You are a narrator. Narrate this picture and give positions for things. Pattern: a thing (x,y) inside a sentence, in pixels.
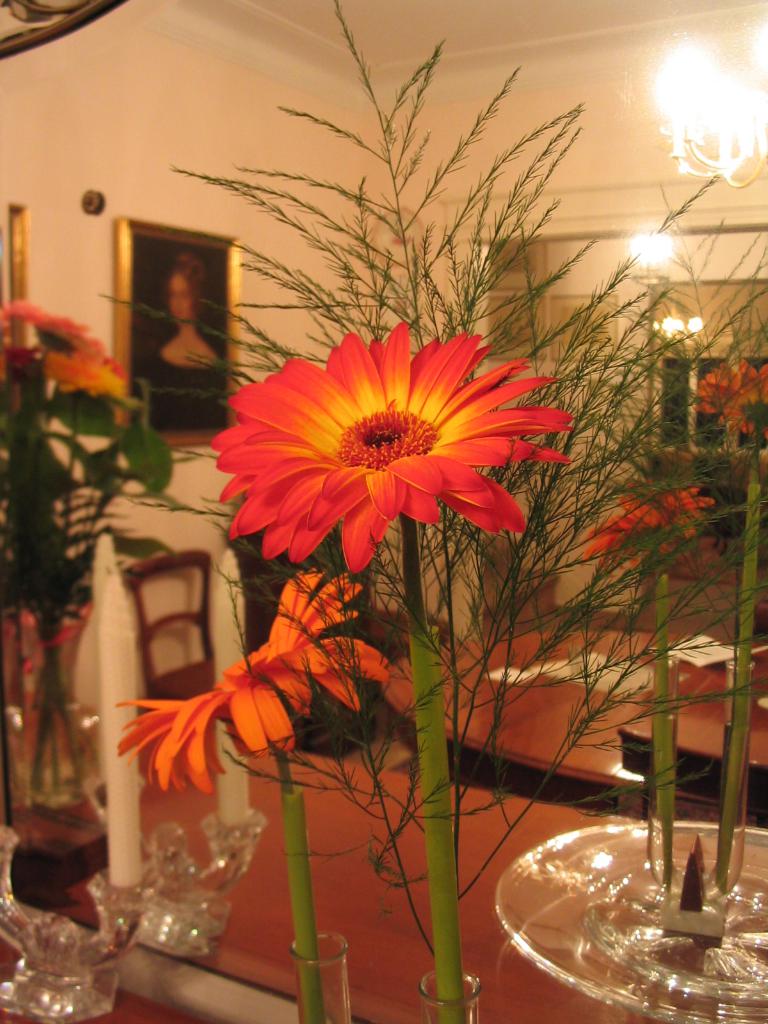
This flowers (409,550) is highlighted in this picture. A picture (216,327) on a wall (198,120). On top (706,109) there is a light (722,102). On this table (584,888) there is a candle (113,878) and flower vase (719,888). Far there is a chair (164,562).
